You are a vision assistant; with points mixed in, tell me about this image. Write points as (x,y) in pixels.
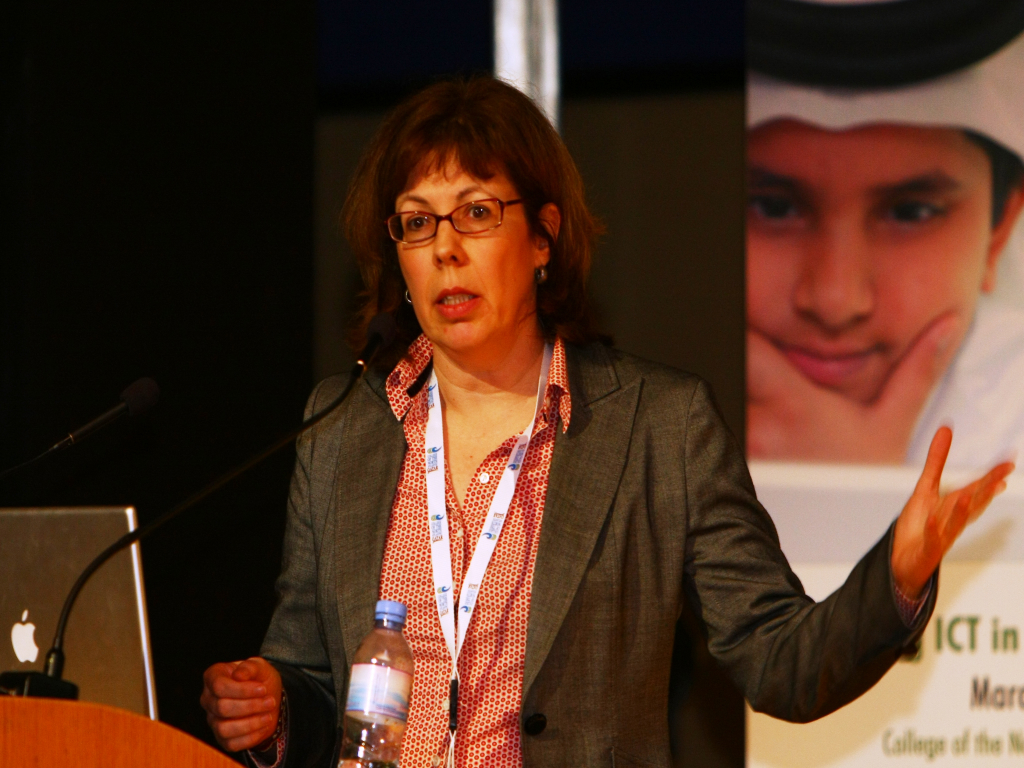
In this image we can see a person (553,588) and in front of the person (440,568) we can see a mic (79,591), laptop (78,574) and a bottle (383,678). Behind the person (274,648) we can see a banner (844,260) on which we have a picture (844,382) of a person (904,414) and some text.
